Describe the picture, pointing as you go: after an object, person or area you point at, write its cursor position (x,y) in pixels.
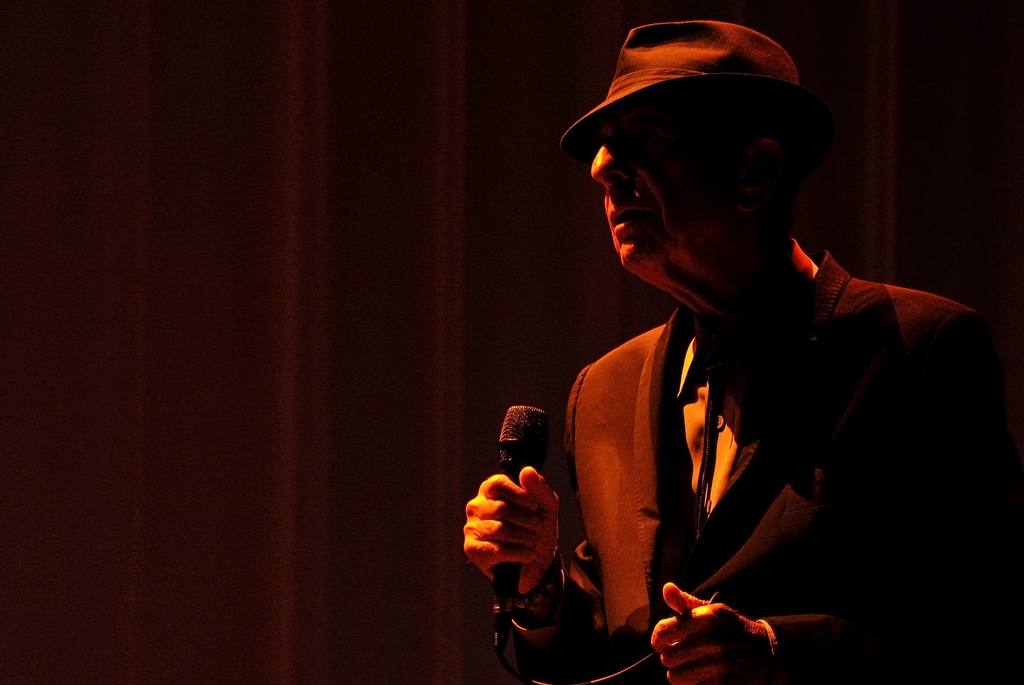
In this image, on the right (739,472) there is a man (740,321), he is holding a mic (505,586). The background (356,327) is dark.
